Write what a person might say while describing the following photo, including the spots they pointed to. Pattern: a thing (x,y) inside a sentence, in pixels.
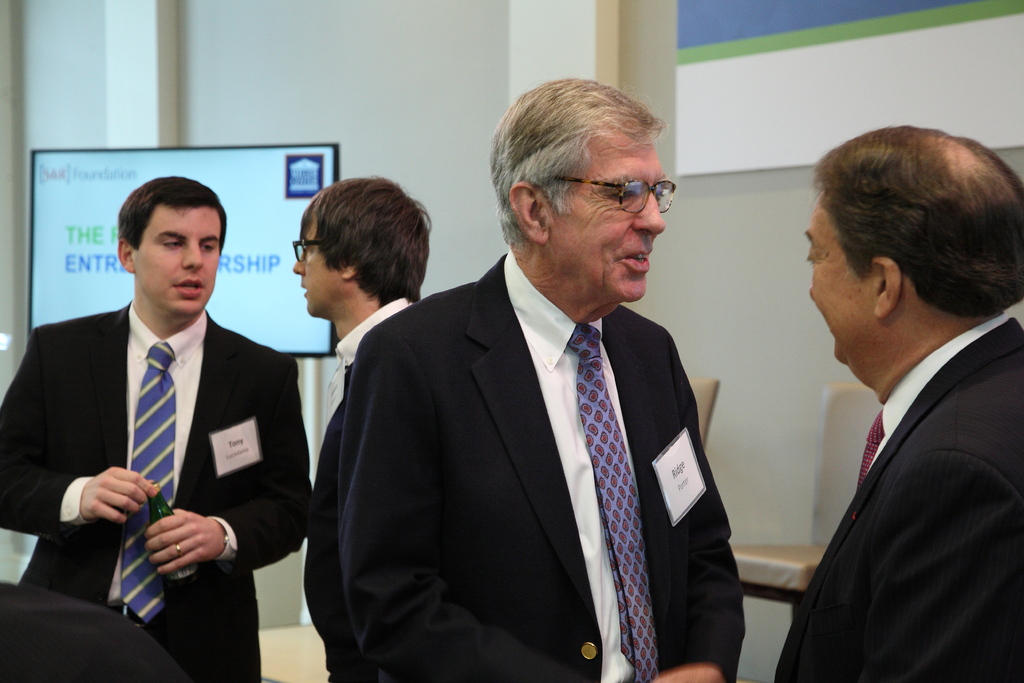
In this image I can see 4 people (462,378) standing in a room (117,139). They are wearing suit (568,580) and talking to each other. There is a screen (50,228) and chairs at the back (84,207).
